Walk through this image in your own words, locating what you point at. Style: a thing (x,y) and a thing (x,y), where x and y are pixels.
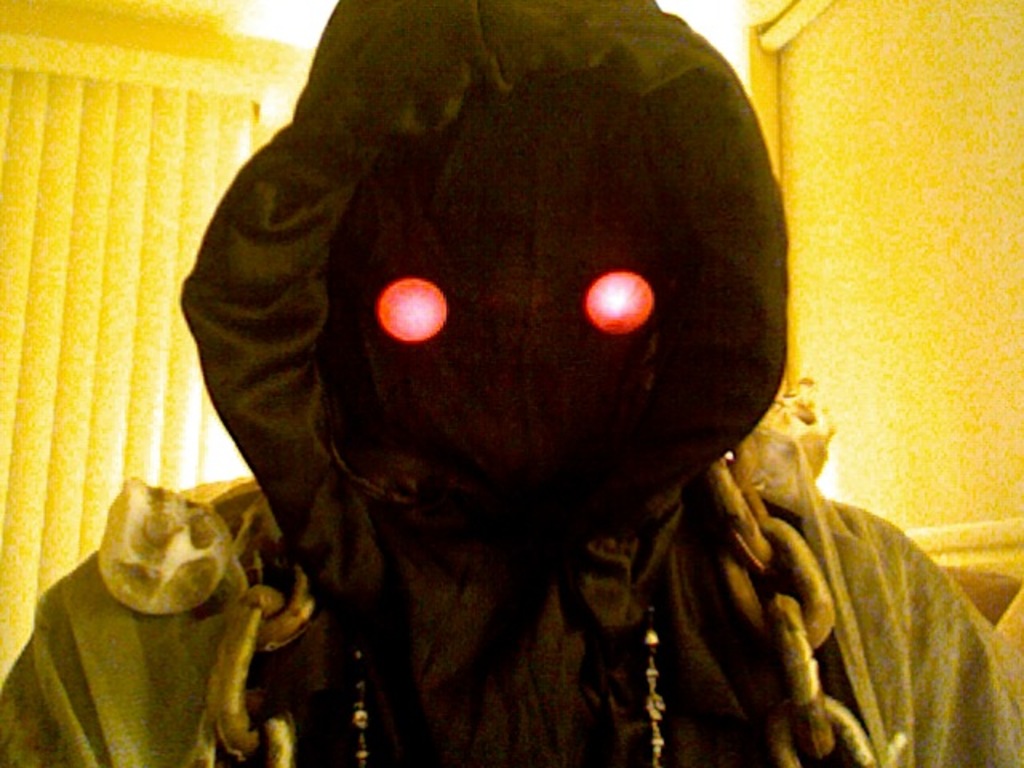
In this image in the center (490,283) there is one person (287,441) who is wearing some costume (411,604), and in the background (926,377) there is a wall (924,403) and some lights (214,418).
